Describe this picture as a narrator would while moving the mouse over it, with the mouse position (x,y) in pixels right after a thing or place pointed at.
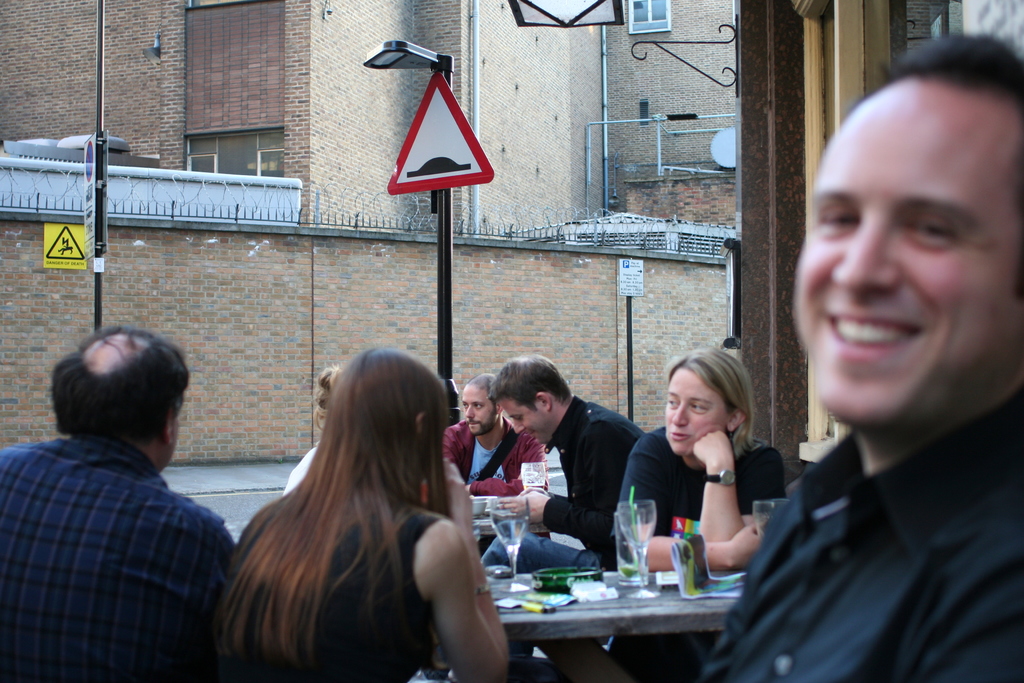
In this picture there are few persons (450,609) sitting and there is a table (610,610) in front of them which has few glasses (648,566) and some other objects (562,568) on it and there is a building (400,91) in the background (384,99).
